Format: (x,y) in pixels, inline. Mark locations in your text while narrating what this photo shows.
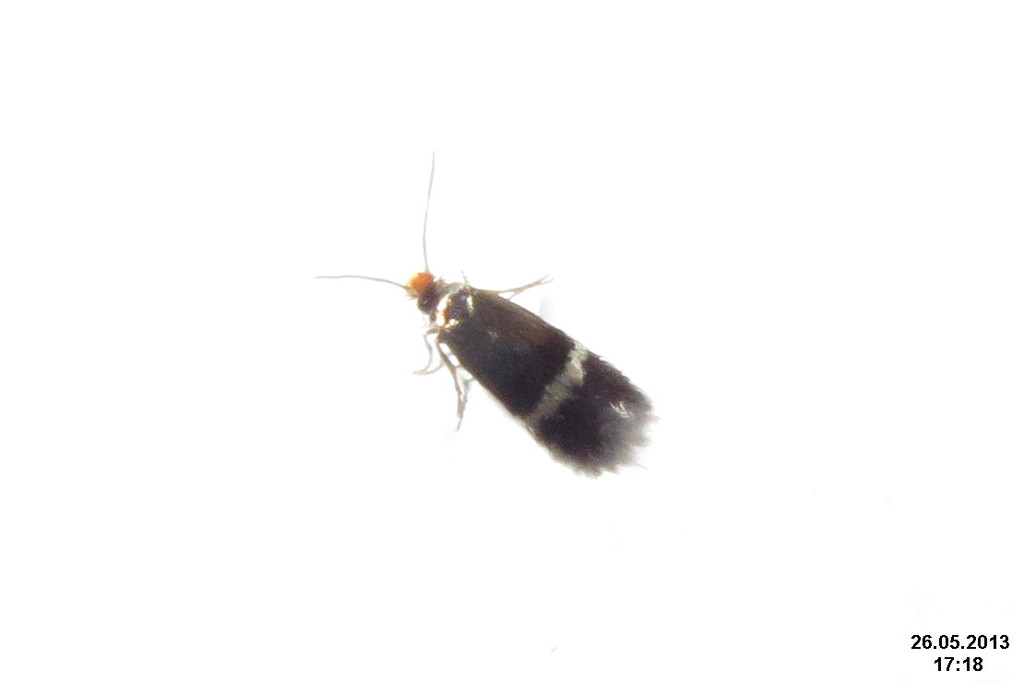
In the picture I can see an insect (507,391). The background of the image (656,318) is white in color. I can also see a date (985,650) and time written on bottom right corner of the image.
